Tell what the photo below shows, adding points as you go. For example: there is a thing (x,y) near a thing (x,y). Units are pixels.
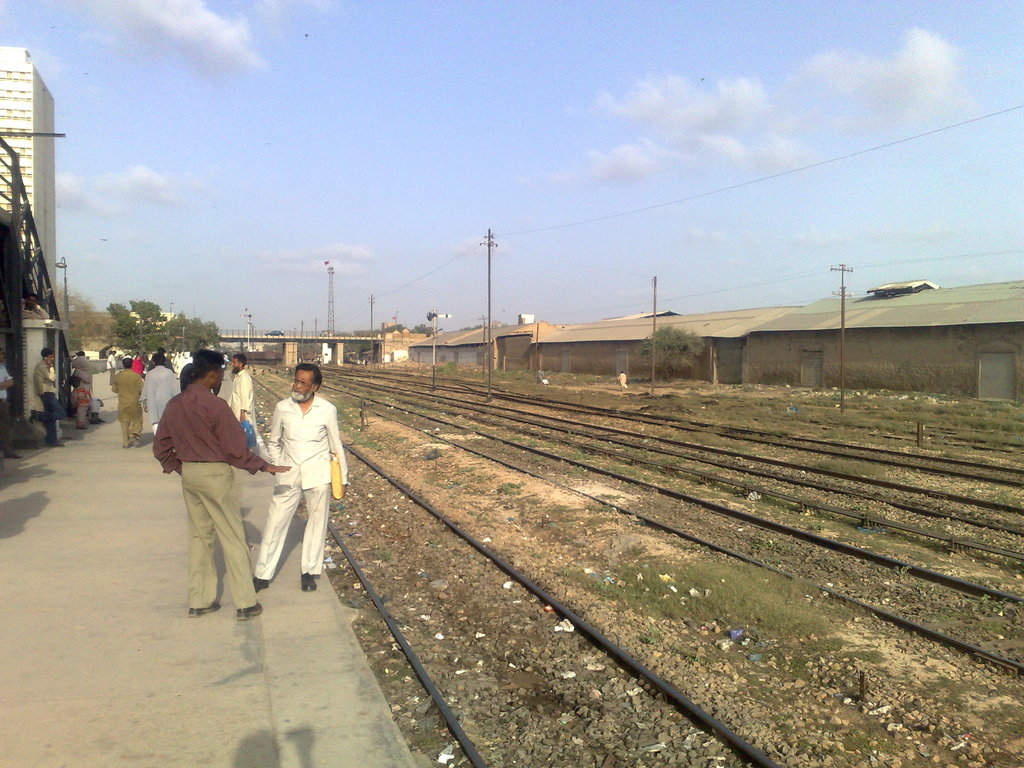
This is an outside view. On the right side (743,463) there are some railway tracks (483,420) on the ground (467,594) and few poles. In the background (565,335) there are few houses (518,349), tree (194,333) and a bridge (356,334). At the top of the image (450,104) I can see the sky (665,137) and clouds (659,162). On the left side (224,476) there are few people (208,401) standing on the platform (96,608) and also there is a building (28,142).
